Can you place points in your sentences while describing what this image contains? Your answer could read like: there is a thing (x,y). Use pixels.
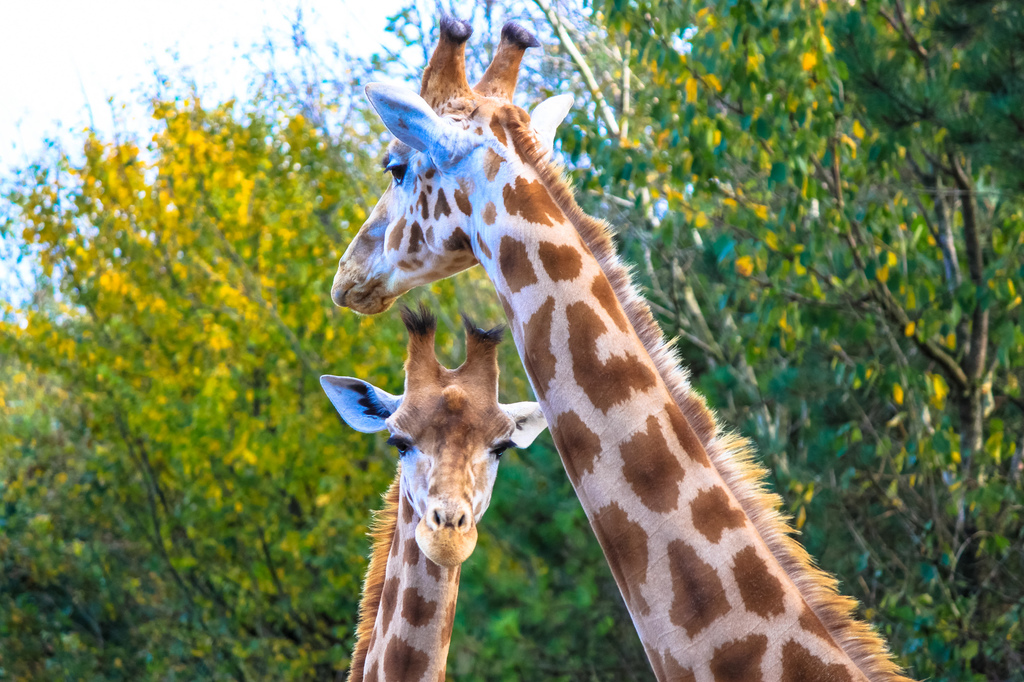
In this image we can see two giraffes (643,472), there are trees (88,390), at the top (120,15) we can see the sky (103,15).
